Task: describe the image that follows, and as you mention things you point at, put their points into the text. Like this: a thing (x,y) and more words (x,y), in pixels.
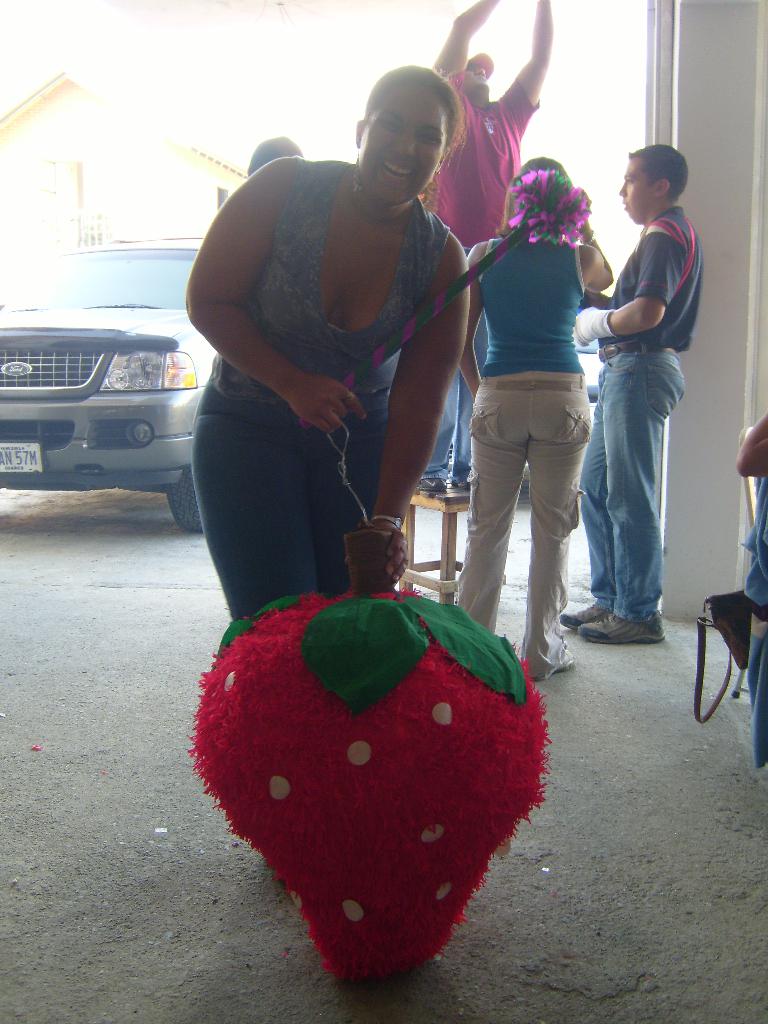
In the center of the image (383,378) we can see a woman (388,335) holding a stick (402,335) and a toy (491,644). On the backside (590,539) we can see a group of people (480,490) standing. In that a man (454,459) is standing on a stool (456,511). We can also see a house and a car (148,435) parked aside.
